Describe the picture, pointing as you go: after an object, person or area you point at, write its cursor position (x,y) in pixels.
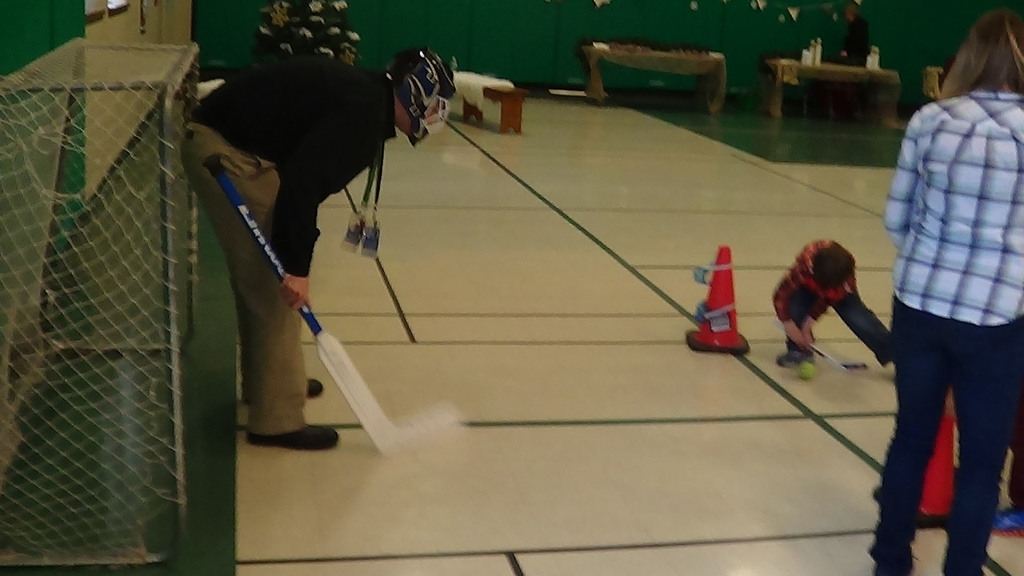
This picture consists of a person (269,176) holding a bat (261,231), wearing helmet (391,75) visible on in front of net (114,210) on the left side (326,79), in the middle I can see a boy (829,247) and women (893,194) and tables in front of table (862,73) I can see a person (858,21), at the top I can see green color fence (829,30).
